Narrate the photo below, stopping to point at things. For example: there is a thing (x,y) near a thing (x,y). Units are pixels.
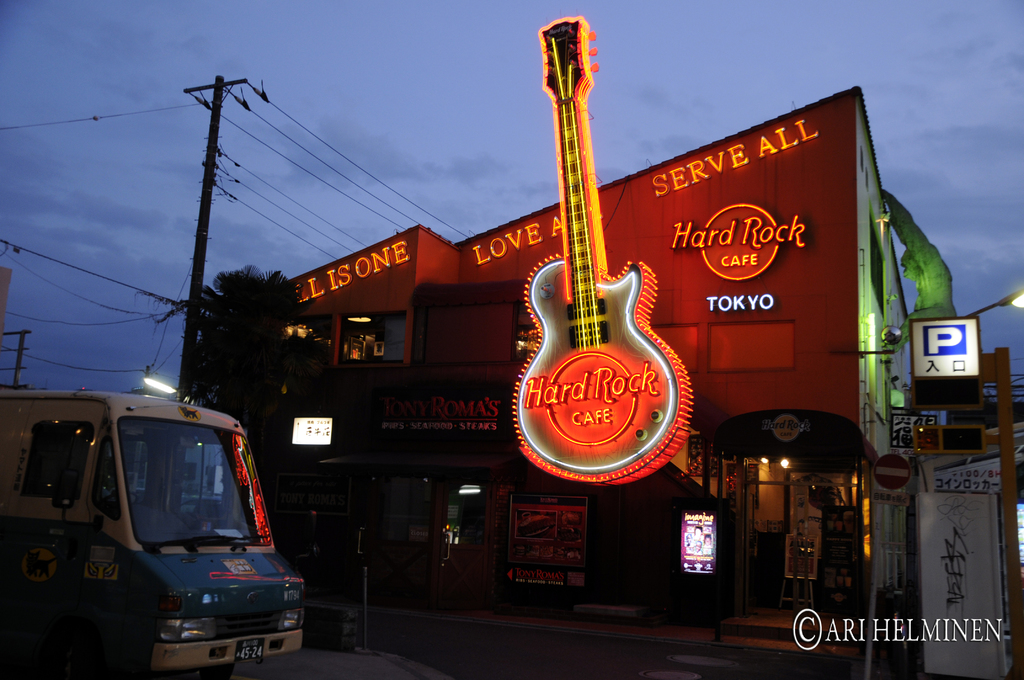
In the center of the image (525,375) we can see building (481,374), tree (211,319), electric light pole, wires (289,215), boards (824,582), sign board (879,476), light (1018,302) are present. At the top of the image (657,88) sky (636,128) is there. On the left side of the image (172,498) a truck (171,572) is there. At the bottom of the image (526,647) ground (594,671) is there.
